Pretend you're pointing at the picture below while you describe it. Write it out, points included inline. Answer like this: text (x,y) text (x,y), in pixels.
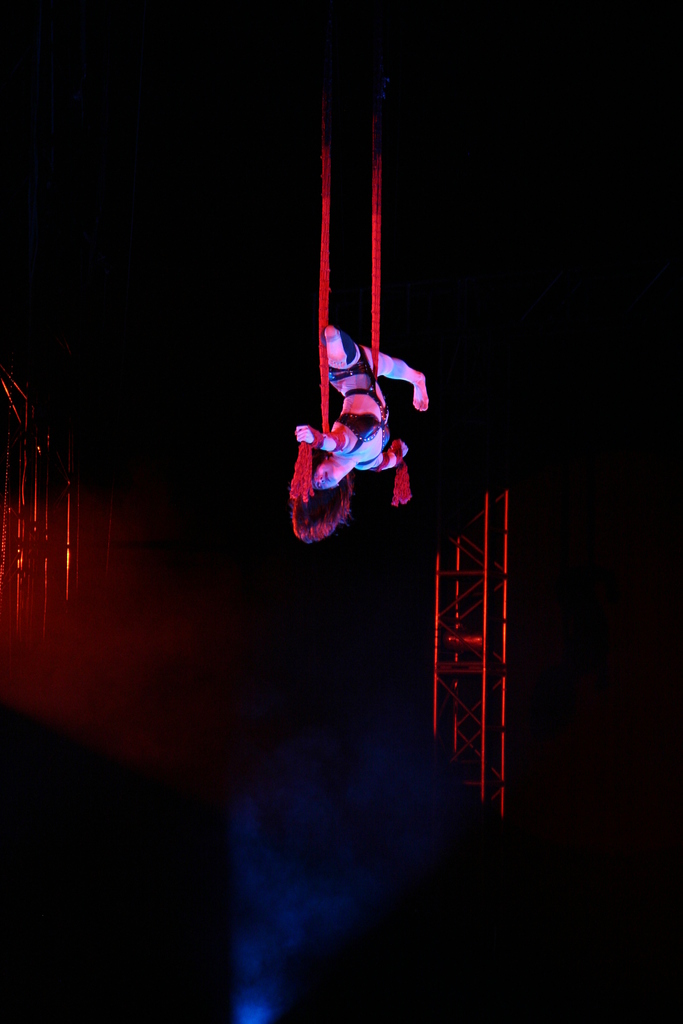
In this image we can see a woman (351,405) tied with ropes (374,303) in the air (242,306). In the background (455,747) we can see poles (467,730).
